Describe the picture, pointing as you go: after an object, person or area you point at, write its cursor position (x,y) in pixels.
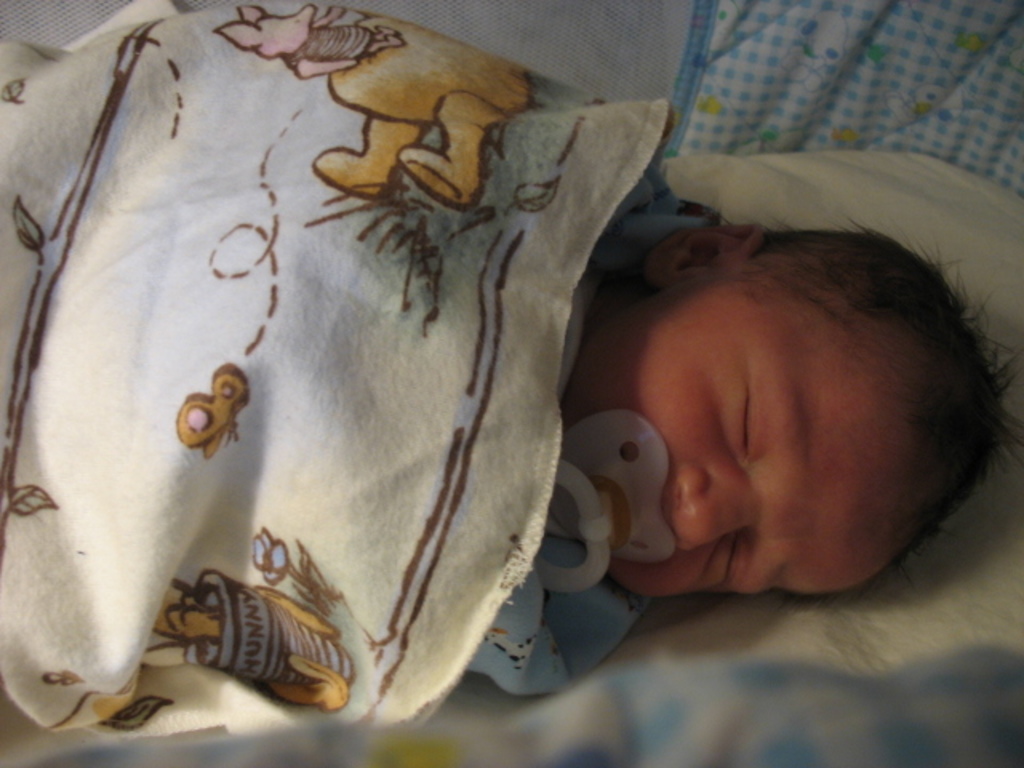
This is a zoomed in picture. In the center (522,274) there is a kid (627,234) covered with a blanket (395,117) and sleeping on the bed (803,181) and we can see the pictures (383,125) of some toys (345,36) on the blanket (217,549).
